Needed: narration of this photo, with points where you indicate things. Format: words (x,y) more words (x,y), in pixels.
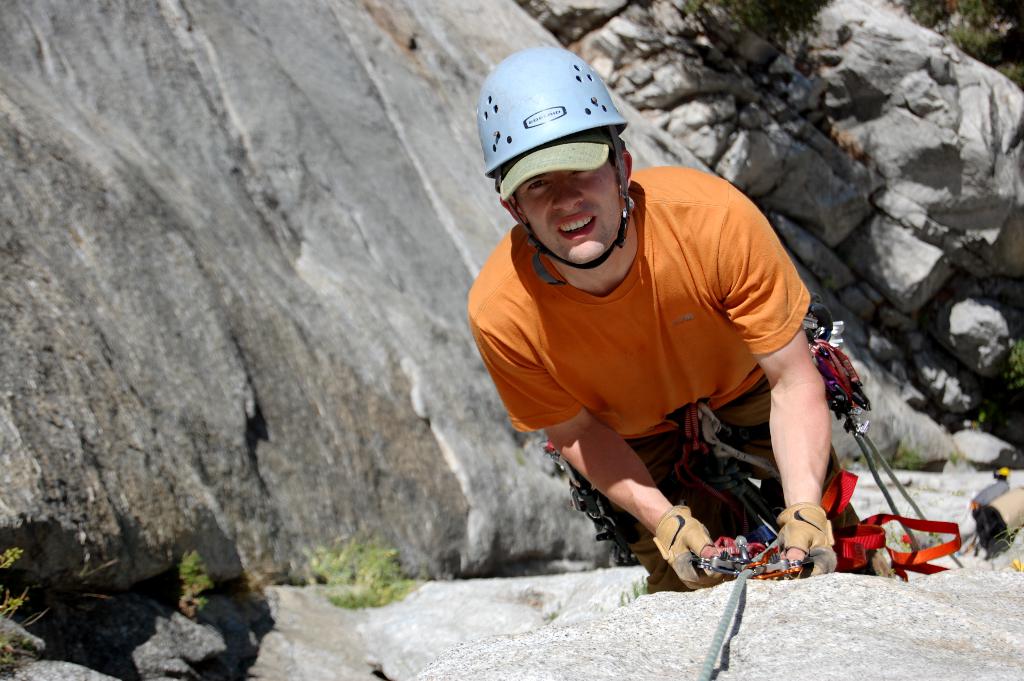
In this image we can see rocks (778,227). Also there is a person (683,277) wearing helmet (624,209) and gloves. He is holding an object (715,565) with a rope (733,601). Also there are few plants (347,550).
